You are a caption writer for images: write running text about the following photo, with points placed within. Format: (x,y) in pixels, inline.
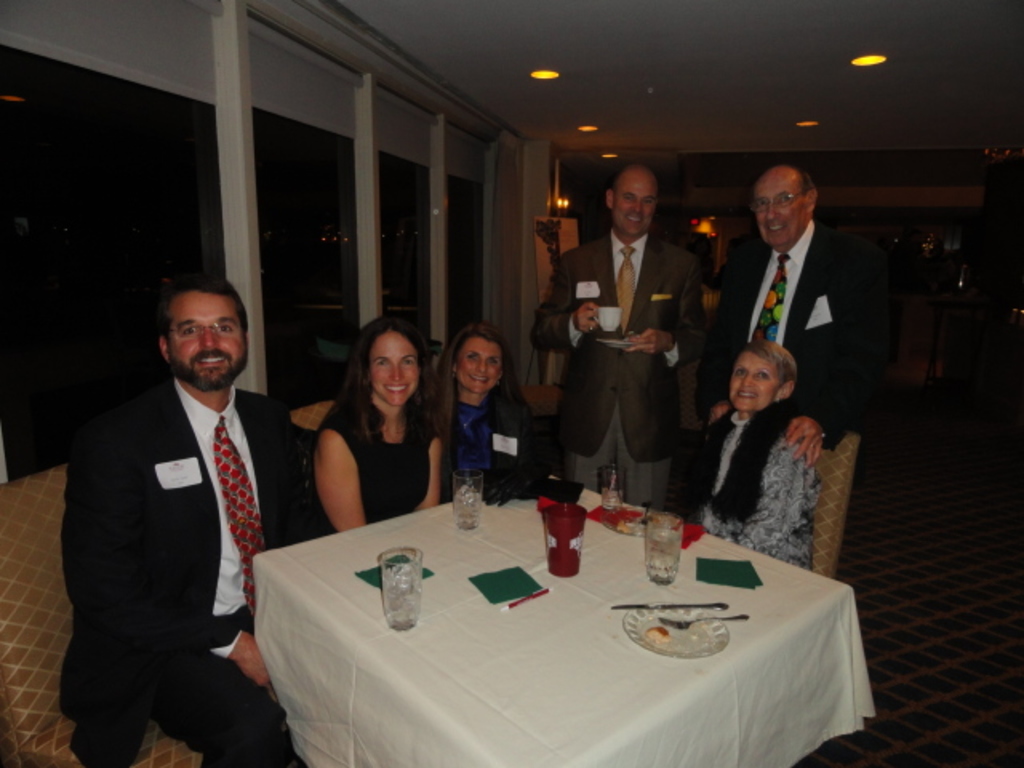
This persons (520,447) are sitting on a chair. In-front of this person (251,462) there is a table (679,700), on a table (666,713) there is a plate (631,633), paper (747,585) and glasses (468,508). This 2 mans (622,329) are standing. This man (660,251) is holding a cup (605,325) with saucer (624,343). On top there are lights (870,56).
